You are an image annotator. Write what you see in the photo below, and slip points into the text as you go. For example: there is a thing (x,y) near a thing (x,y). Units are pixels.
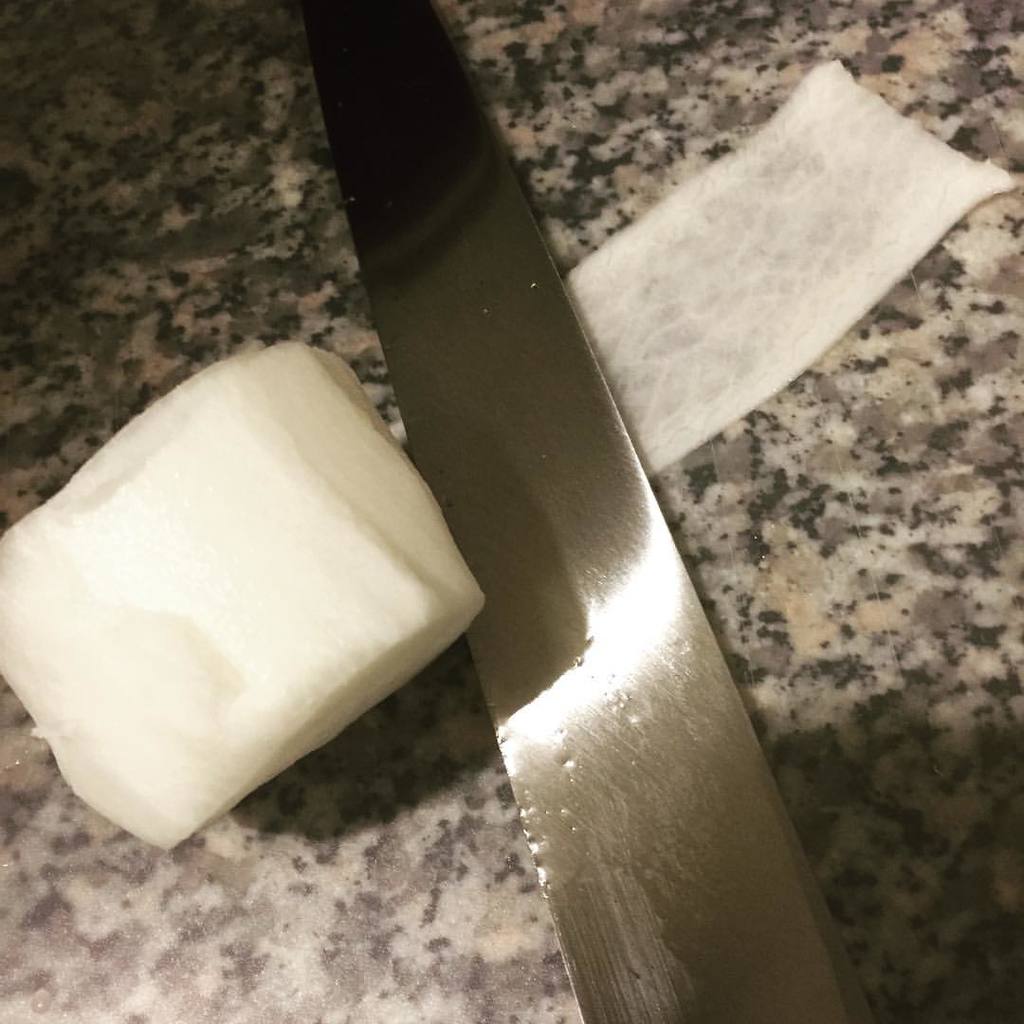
In this image, It looks like a table (633,112) with a knife (608,570) and an object (411,619).
